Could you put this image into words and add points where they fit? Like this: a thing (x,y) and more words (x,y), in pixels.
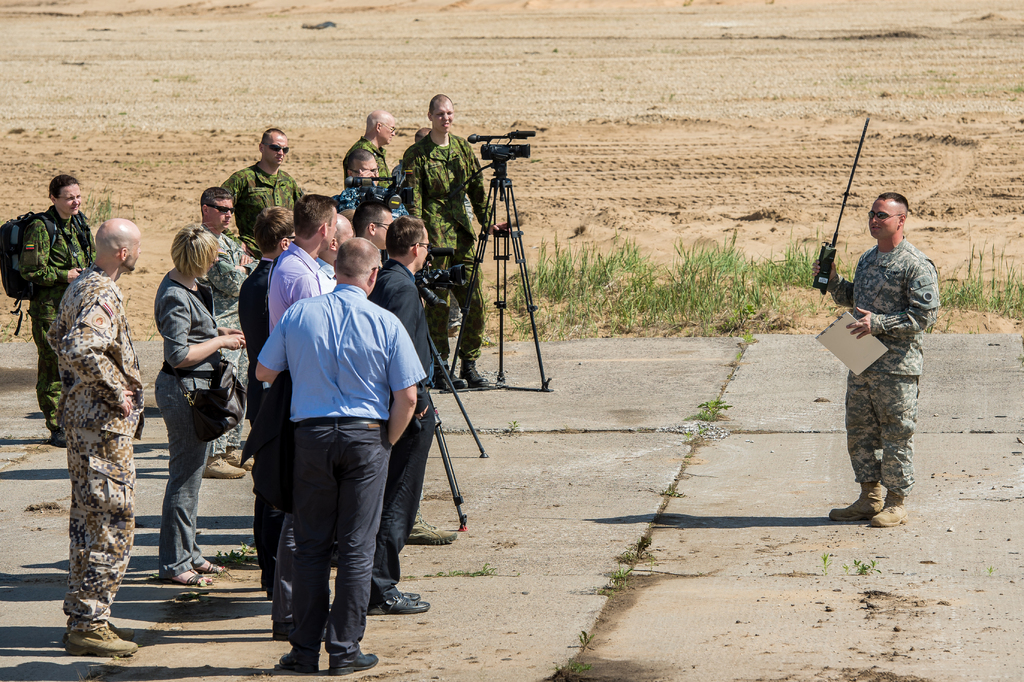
In this image I can see there are persons (409,309) standing on the ground (799,373) and holding a phone (828,282) and a pad (856,347). And there is a stand (505,170) with a camera (494,154). And at the side there is a ground (659,264) and grass (723,254).
